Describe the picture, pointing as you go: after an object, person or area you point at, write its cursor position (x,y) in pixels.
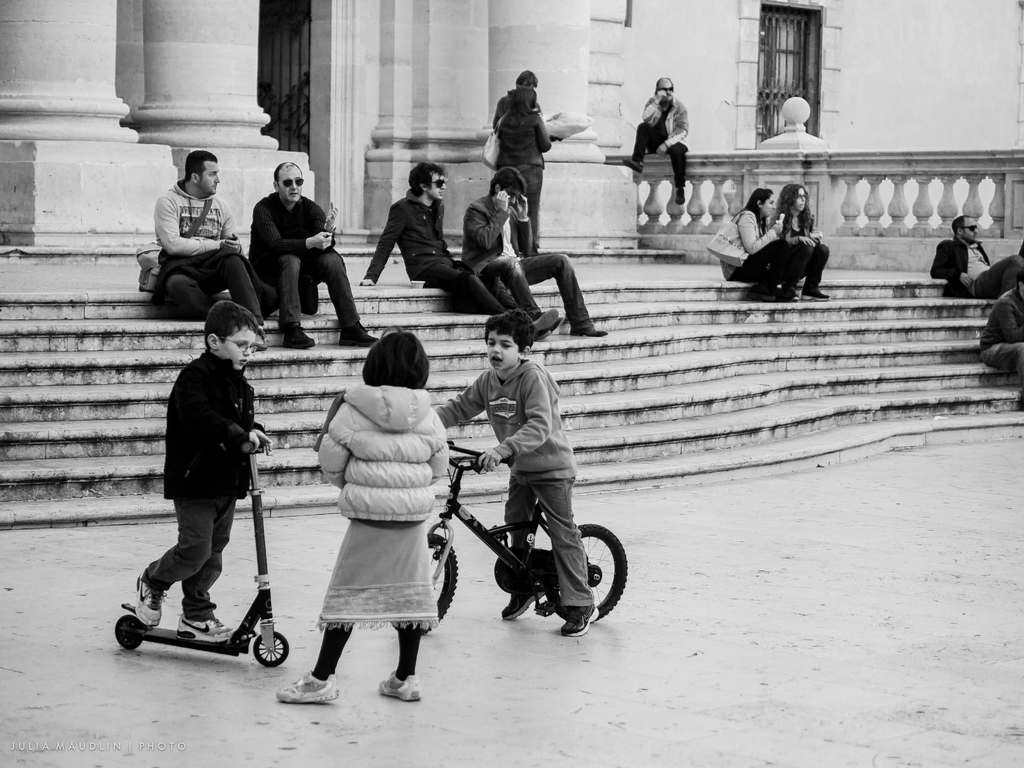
This image is clicked outside. There are many people (194,431) in this image. In the front (284,534), there are three children (492,464). To the right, the boy (527,416) is riding cycle (498,581). To the left (238,479), the boy (238,477) is wearing black jacket (193,478) and riding a scooty (212,651). In the middle (389,427) there is a girl (382,557) standing and wearing white jacket (391,424). In the background (169,152) there is a building (896,143) along with pillars (102,104) and steps (604,315).
